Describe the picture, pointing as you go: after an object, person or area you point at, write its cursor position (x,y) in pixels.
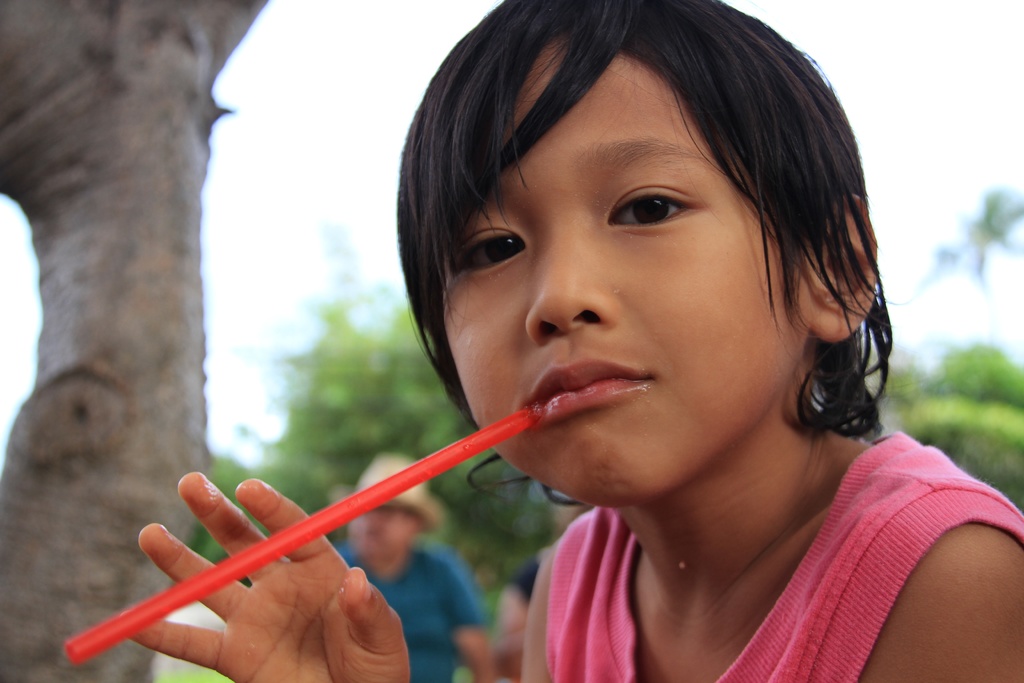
A girl (606,554) is holding an object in the mouth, these are trees (390,405) and a sky (890,125).
